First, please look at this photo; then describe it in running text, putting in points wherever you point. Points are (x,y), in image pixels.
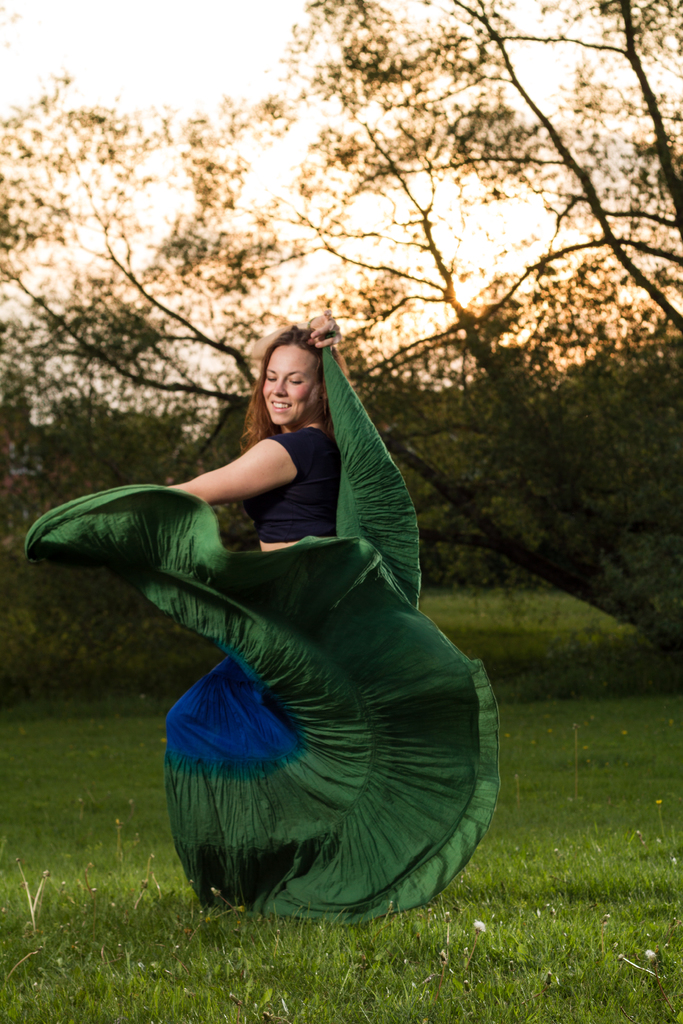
In this image at front (217,679) there is a woman (297,613) standing on the surface (165,823) of the grass (580,824). At the background (478,472) there are trees (393,285) and sky (458,194).
